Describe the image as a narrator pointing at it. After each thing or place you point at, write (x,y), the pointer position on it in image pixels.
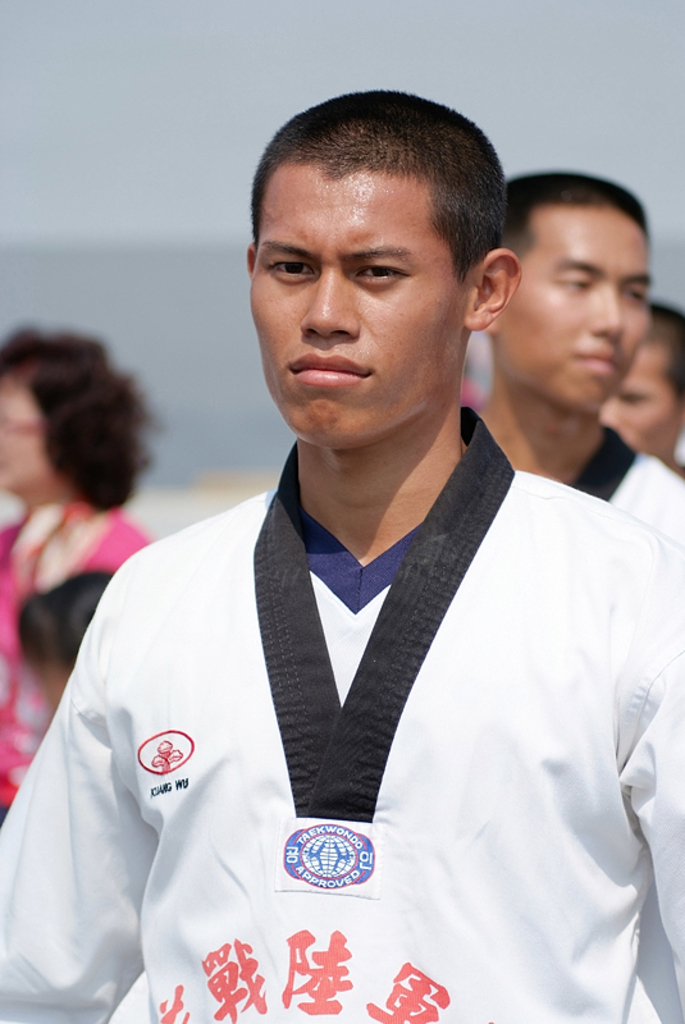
In this image, we can see a man (518,747) wearing a white dress (278,685) and watching. Background (656,421) it is a blur view. Here we can see few people (594,267).
